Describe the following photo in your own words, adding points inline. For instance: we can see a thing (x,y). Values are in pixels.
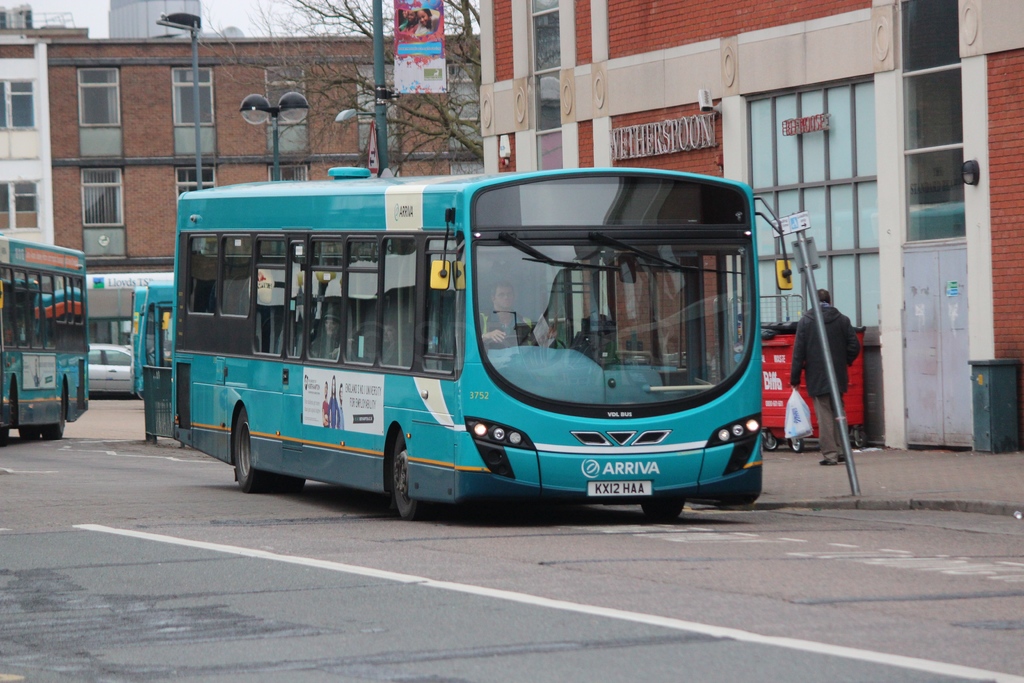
In this pictures I can see few buses (257,390) and couple of buildings (489,56) and few pole lights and a tree (422,130) and I can see text (662,149) on the walls (668,163) of the building (858,93) and a man (839,377) standing on the sidewalk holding a carry bag (800,405) in his hand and I can see a car (122,363) on the road (130,467) and a cloudy sky (268,29).
